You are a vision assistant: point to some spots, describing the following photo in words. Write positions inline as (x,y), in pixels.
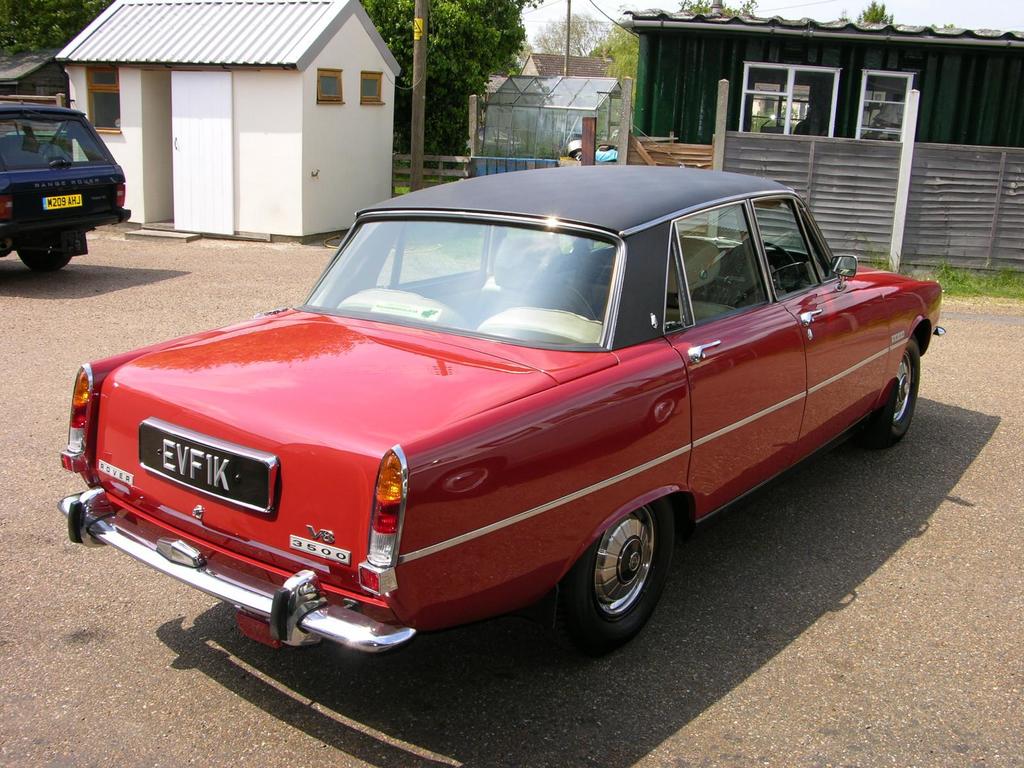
In the picture there is a car (555,383) parked in front of a house (923,80) and there is a wooden fencing (781,160) in front of the car (404,227), in the left side (32,162) there is another car (66,197) parked in front of a white house (239,90). In the background (498,31) there are many trees (542,30) and poles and sky (936,4).
